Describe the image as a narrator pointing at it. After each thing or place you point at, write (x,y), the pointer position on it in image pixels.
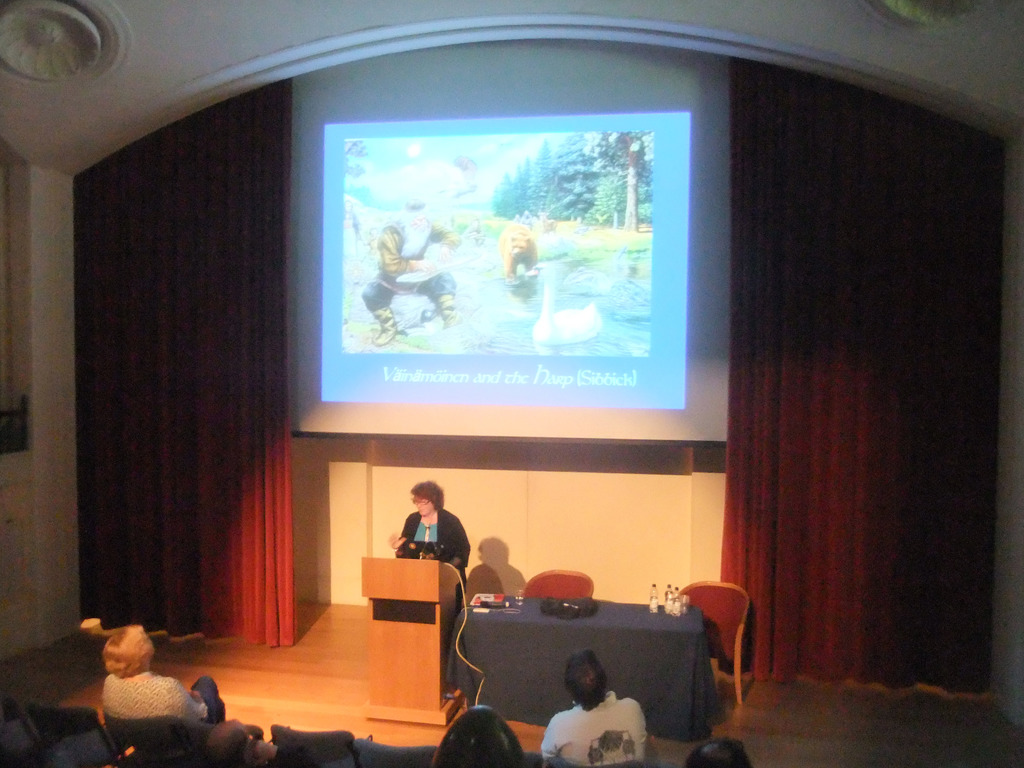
In this picture we can see people (246,726), here we can see a table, podium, chairs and some objects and in the background (261,571) we can see a wall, curtain (270,630), screen (381,361).
